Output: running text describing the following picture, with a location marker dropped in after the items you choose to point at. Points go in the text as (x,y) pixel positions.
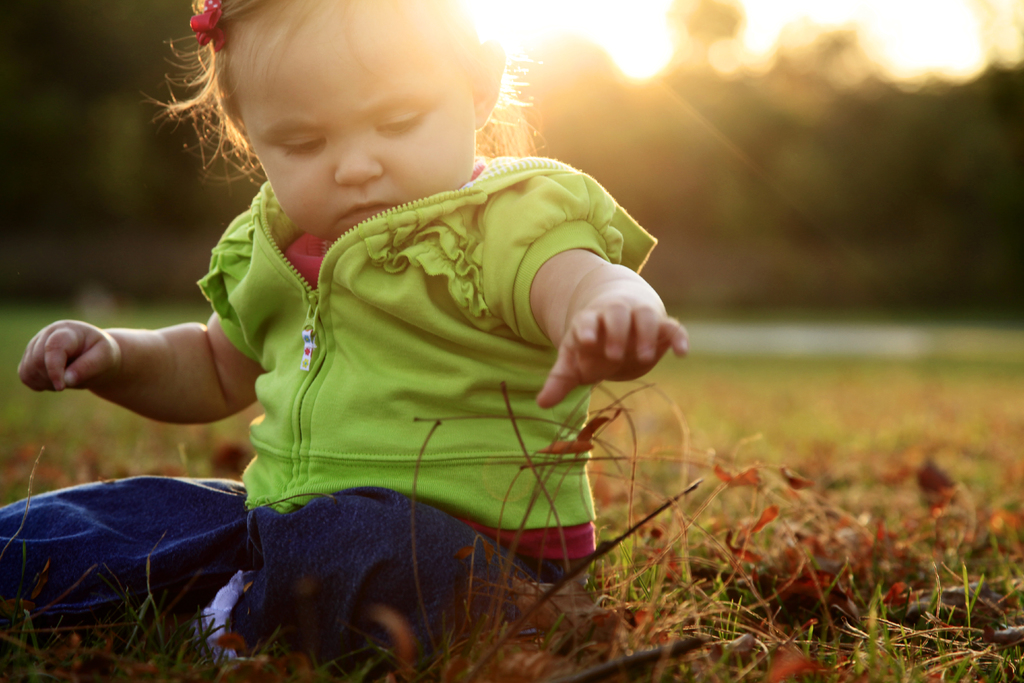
In this picture I can see a child (352,166) sitting in front (458,256) and I can see the grass (963,569). I see that it is blurred in the background (680,155) and I can see the sun (534,3).
